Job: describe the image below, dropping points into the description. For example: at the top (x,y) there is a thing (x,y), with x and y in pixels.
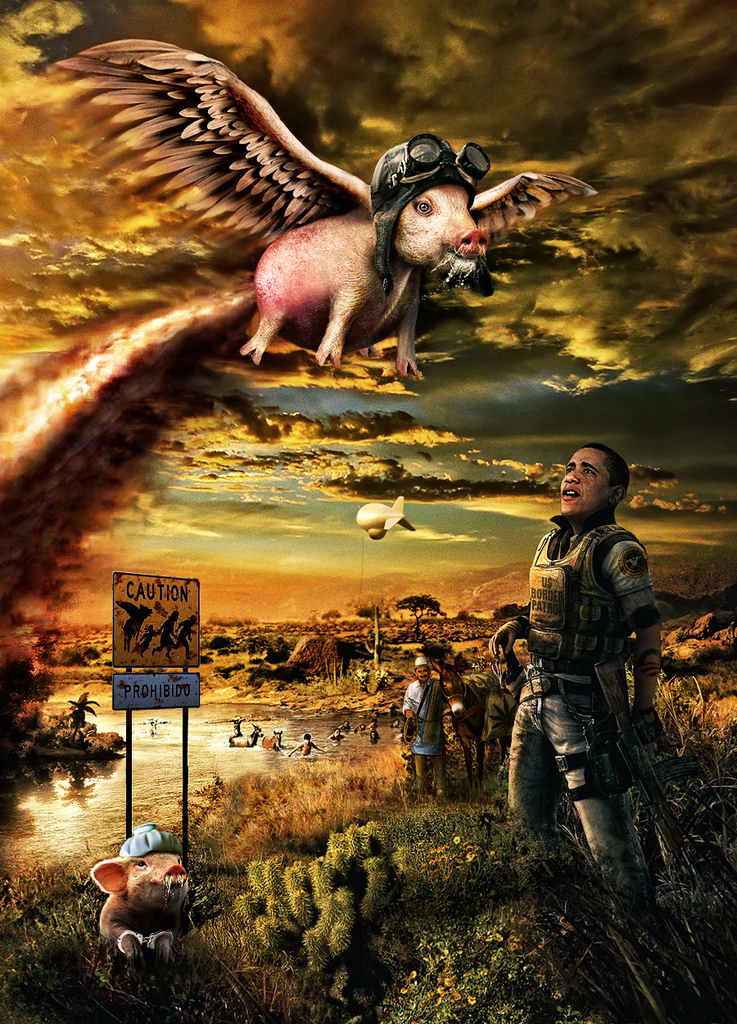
This is an animated image. In it we can see there are people (439,746) wearing clothes (409,686). This is grass (447,962), Water (230,730), board (165,678), pole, animal (152,869), smoke (54,464) and a cloudy sky (502,385). This is a rifle (633,774).
